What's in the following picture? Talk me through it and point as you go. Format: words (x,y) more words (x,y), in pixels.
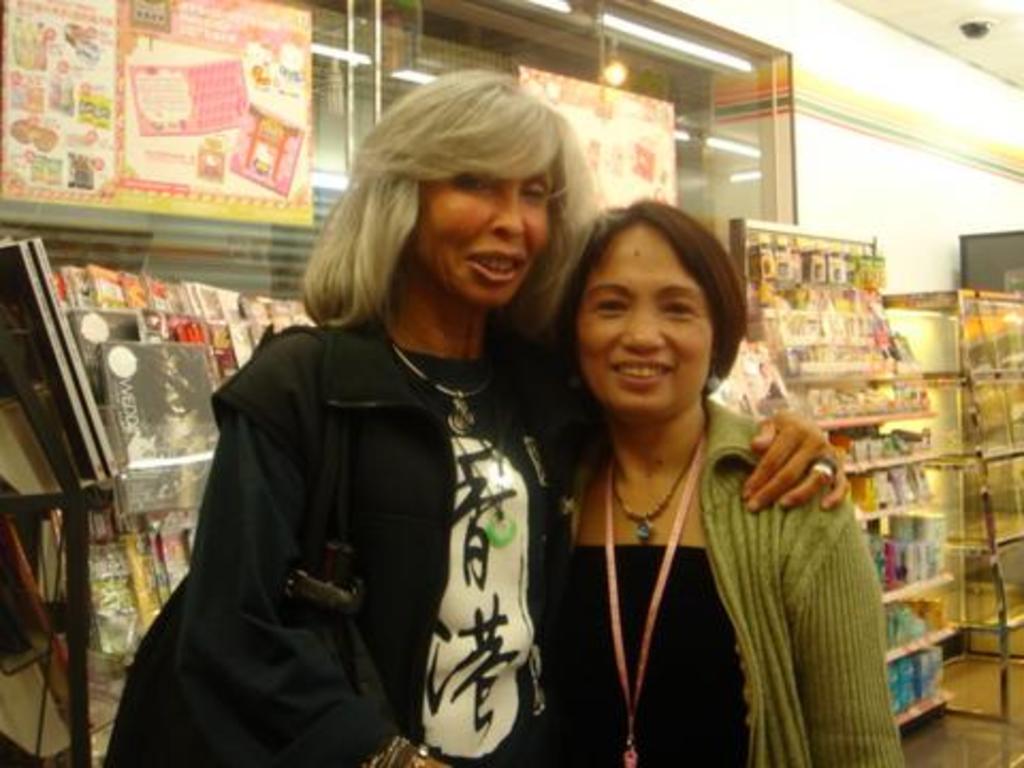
In this image there are two women (523,418) standing with a smile on their face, behind them there are magazines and a few other objects (803,360) in the aisles (1001,411).
